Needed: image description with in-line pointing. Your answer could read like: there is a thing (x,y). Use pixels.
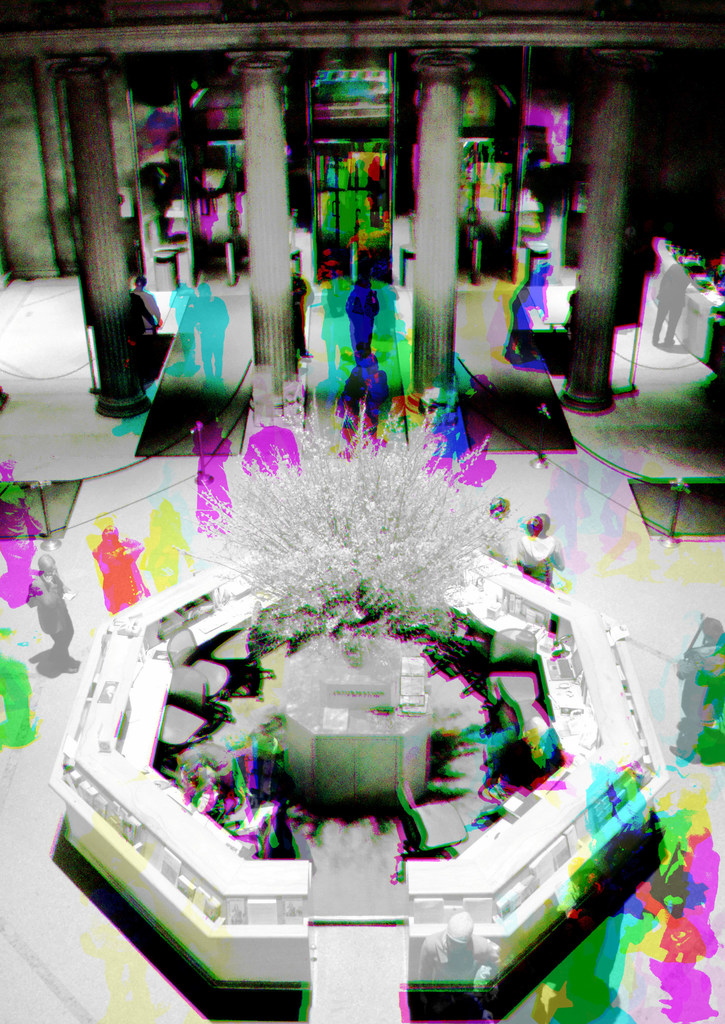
Here we can see a graphical image, in this picture we can see a desk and a plant (408,638) in the front (408,654), there are pillars (265,171) in the background (254,171), we can also see some people (706,816).
